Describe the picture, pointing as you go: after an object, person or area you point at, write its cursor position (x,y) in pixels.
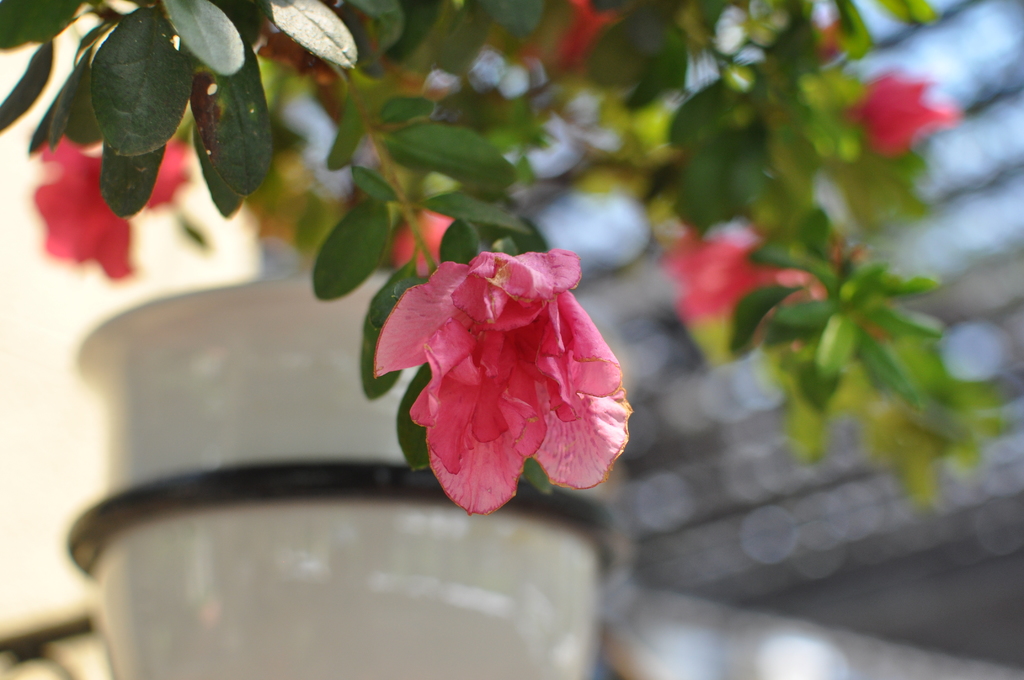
At the top of the image (413,151), there is a tree (385,137) having pink color flowers (500,262) and green color leaves (252,107). And the background (1003,476) is blurred.
